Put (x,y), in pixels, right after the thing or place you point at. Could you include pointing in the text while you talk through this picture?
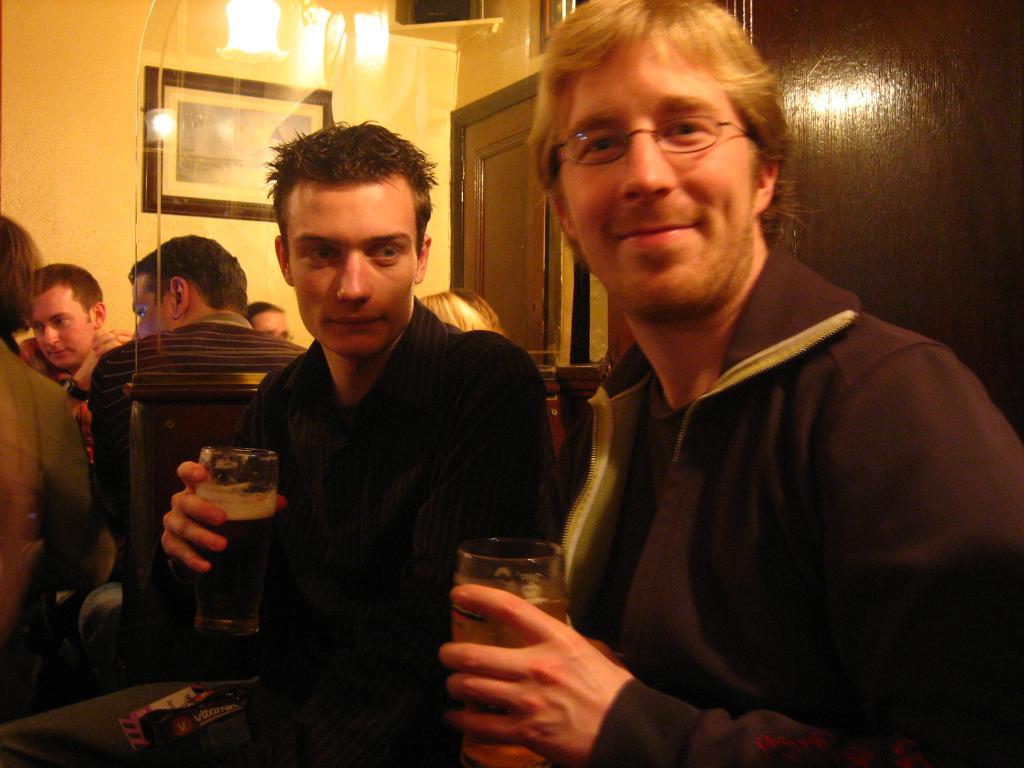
In this image i can see two persons (457,426) holding a glass (241,519) in their hands (197,545), In the background (81,309) i can see few other people (131,346) sitting, the wall (66,194) and a photo frame (192,149) attached to it.
